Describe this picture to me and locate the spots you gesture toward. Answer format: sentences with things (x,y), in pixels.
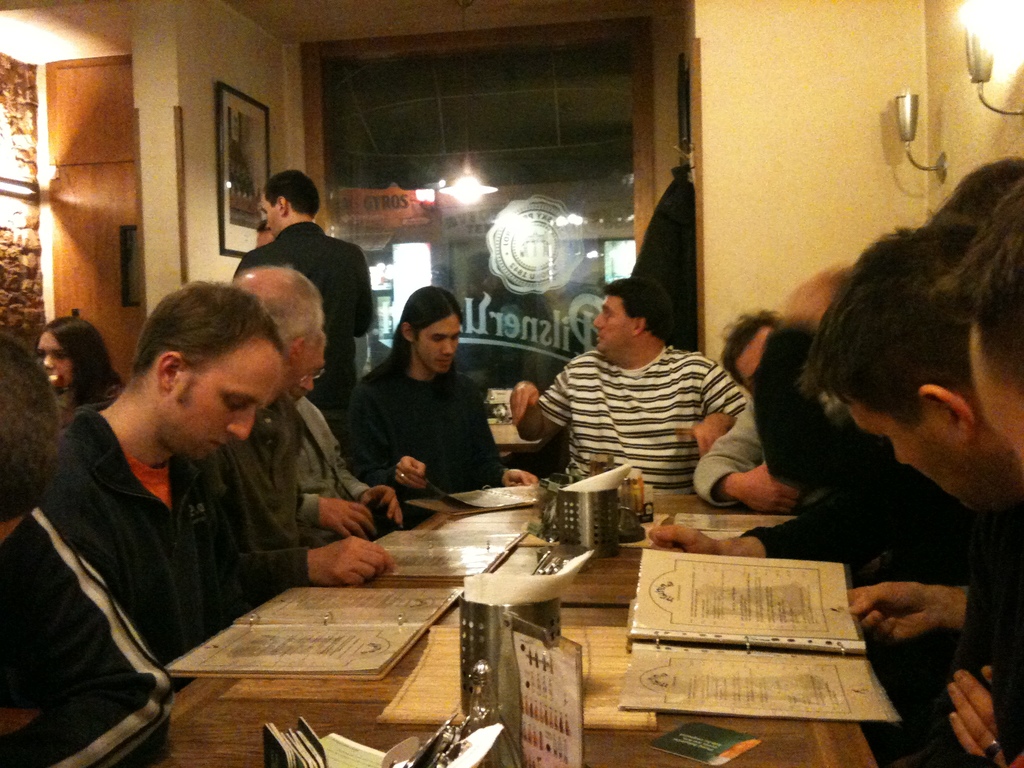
In this image I see number of people (369,493) in which most of them are sitting and these 2 are standing and I see table (207,723) on which there are many menu cards (241,637) and I see 2 silver color things (594,499) in which there are white tissues (510,583) and I see other things (287,741). In the background (786,17) I see the wall (818,25) and I see lights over here and I see a photo frame (230,135) over here and I see lights (60,34) over here too and I see something is written over here and I see a logo (533,247) over here.
